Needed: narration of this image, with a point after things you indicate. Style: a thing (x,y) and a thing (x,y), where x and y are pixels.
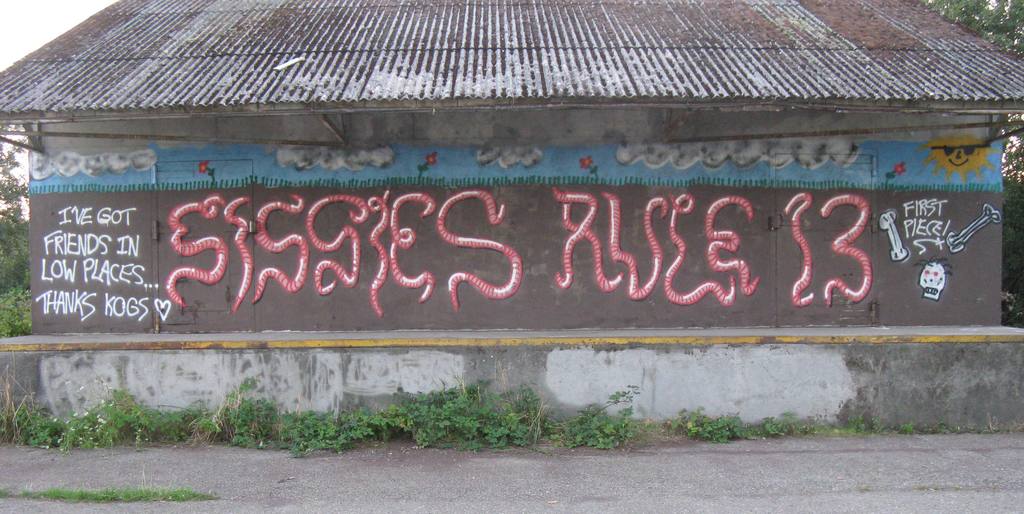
In the center of the image (526,338) there is a house (387,348) and there is some painting (452,242) on the walls (491,250) of the house (709,267). At the bottom of the image (332,508) there is road (447,450). There are plants (427,441).
